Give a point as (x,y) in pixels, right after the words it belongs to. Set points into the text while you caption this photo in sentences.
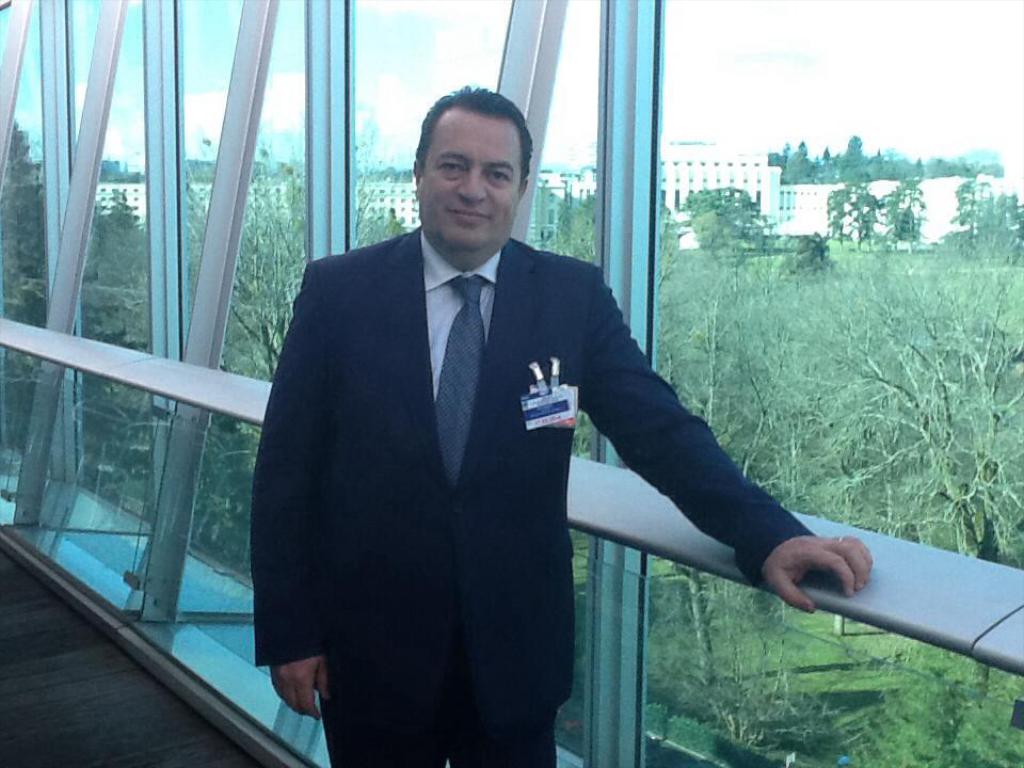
In the foreground of the picture (505,384) there is a man (476,421) standing in black suit (426,404), beside him there are windows (131,90). Outside the window (826,331) there are trees (268,226) and buildings (744,177). Sky (723,93) is bit cloudy.
